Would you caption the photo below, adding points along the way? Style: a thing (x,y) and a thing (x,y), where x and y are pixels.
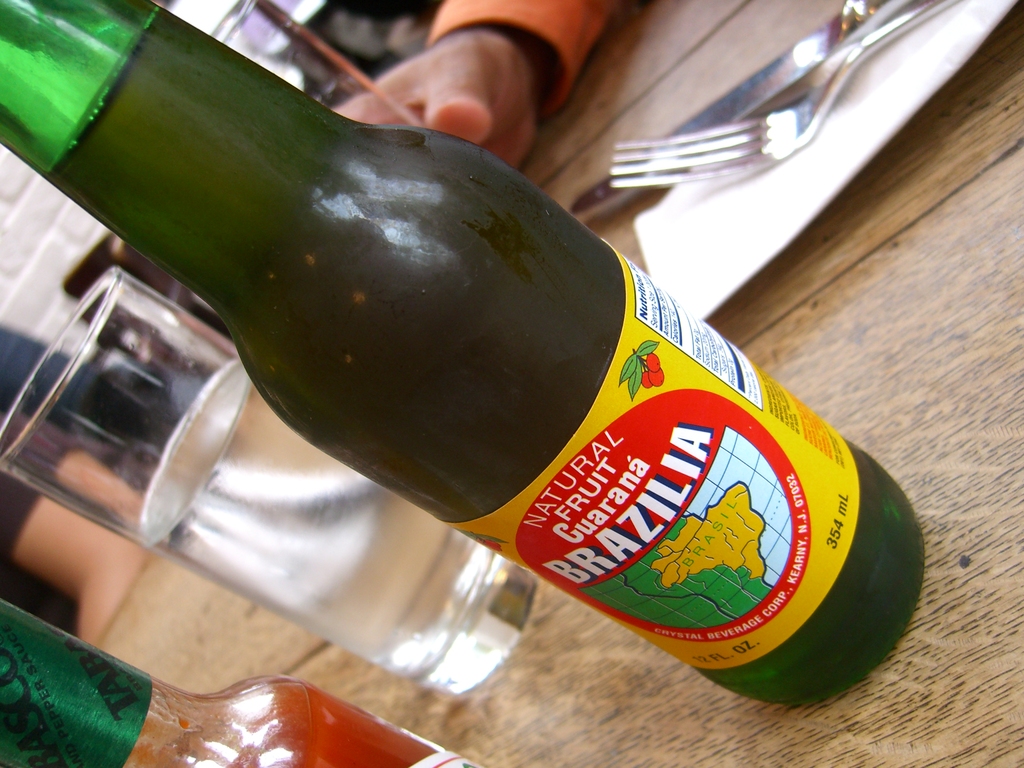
In this image i can see a table (884,299) on which there is a bottle (576,353), few glasses (21,411), a fork (800,118), a knife (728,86) and a person's hand (521,76).
